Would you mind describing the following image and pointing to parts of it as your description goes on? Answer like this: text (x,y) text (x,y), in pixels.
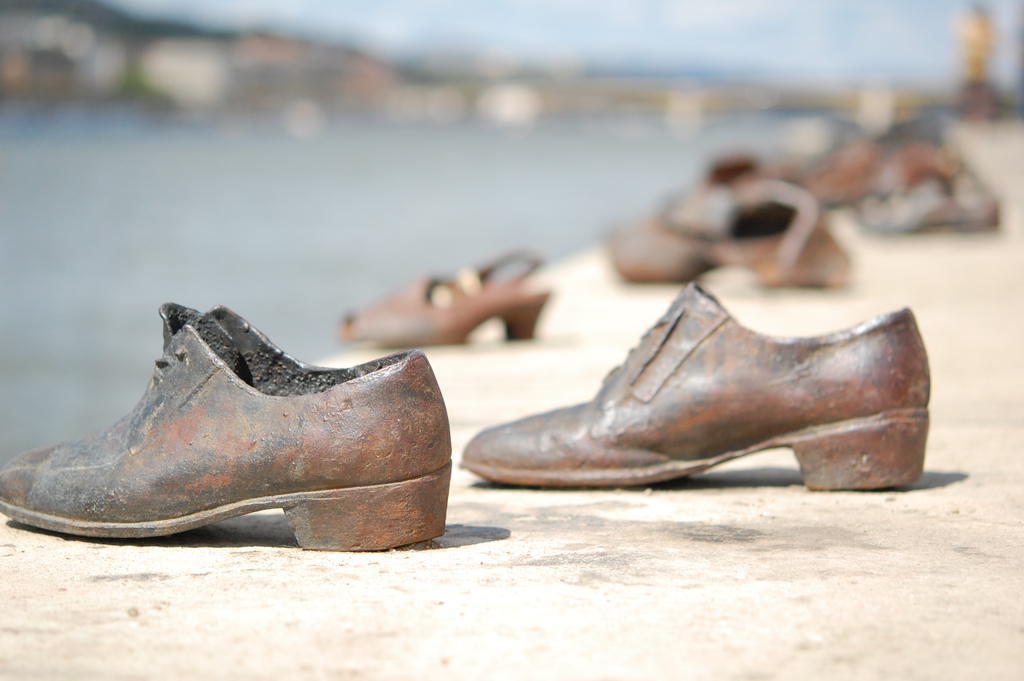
In this image, there are shoes (830,377) on the ground (478,373). In the background (453,144), image is blurred.
